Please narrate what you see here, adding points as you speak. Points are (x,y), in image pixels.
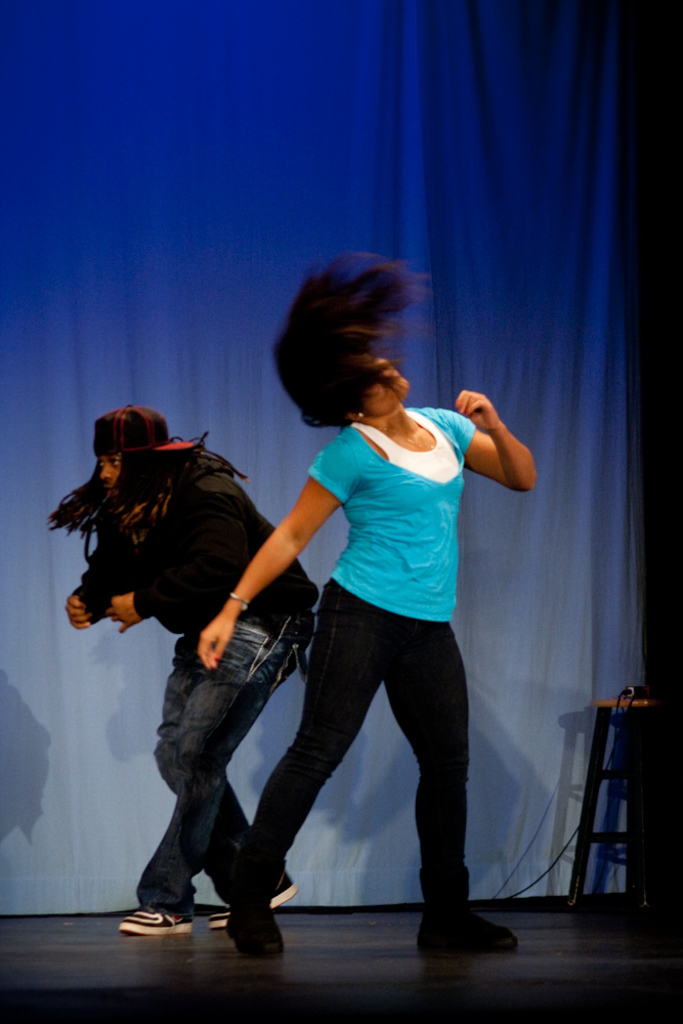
In this picture we can see two persons (373,620) are dancing, in the background (254,257) there is a curtain (251,246), we can see a stool (632,852) on the right side (632,861).
